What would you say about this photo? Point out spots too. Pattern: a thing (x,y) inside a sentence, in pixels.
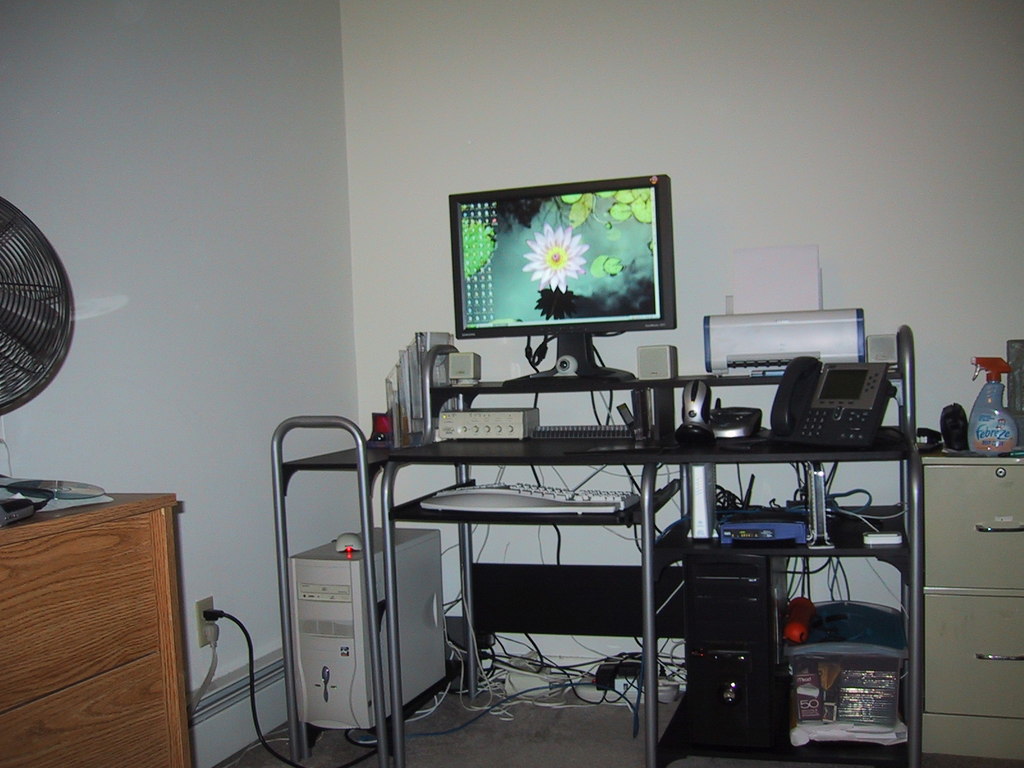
There is a desktop (549,290), webcam (564,374), speakers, mouse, telephone (840,426), printer (766,336), keyboard (575,502) placed on a table (786,544) and there are other tables (946,453) beside and in front of it.
